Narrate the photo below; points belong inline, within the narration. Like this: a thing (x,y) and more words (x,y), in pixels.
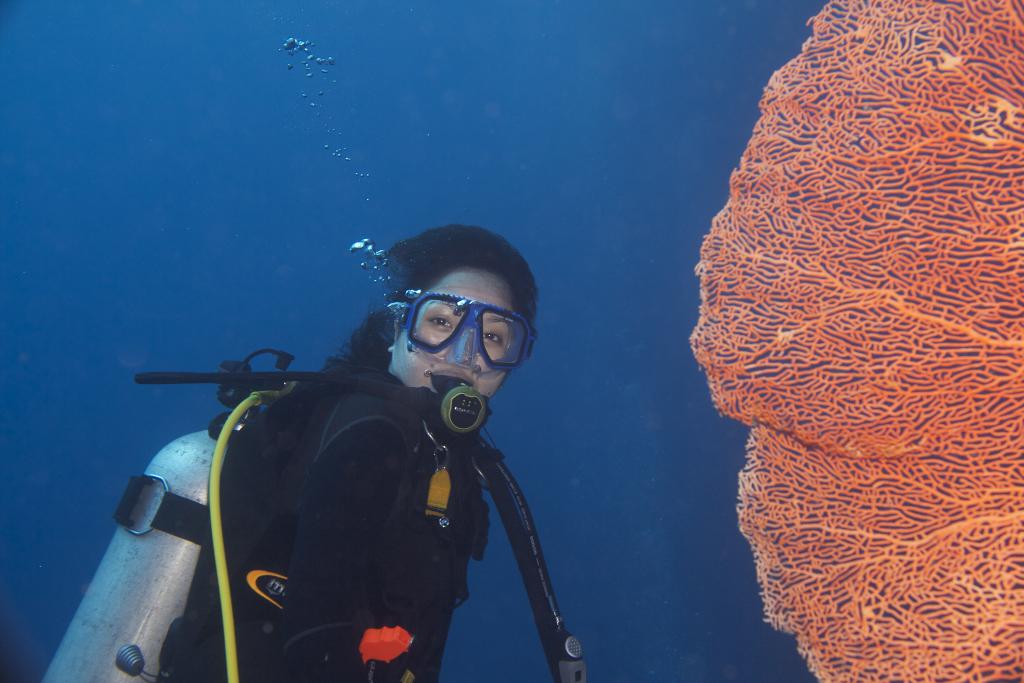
The woman (375,471) in black jacket (375,471) is scuba diving. Beside her, we see a sea fan (806,368) in orange color. In the background (402,164), it is blue in color.
